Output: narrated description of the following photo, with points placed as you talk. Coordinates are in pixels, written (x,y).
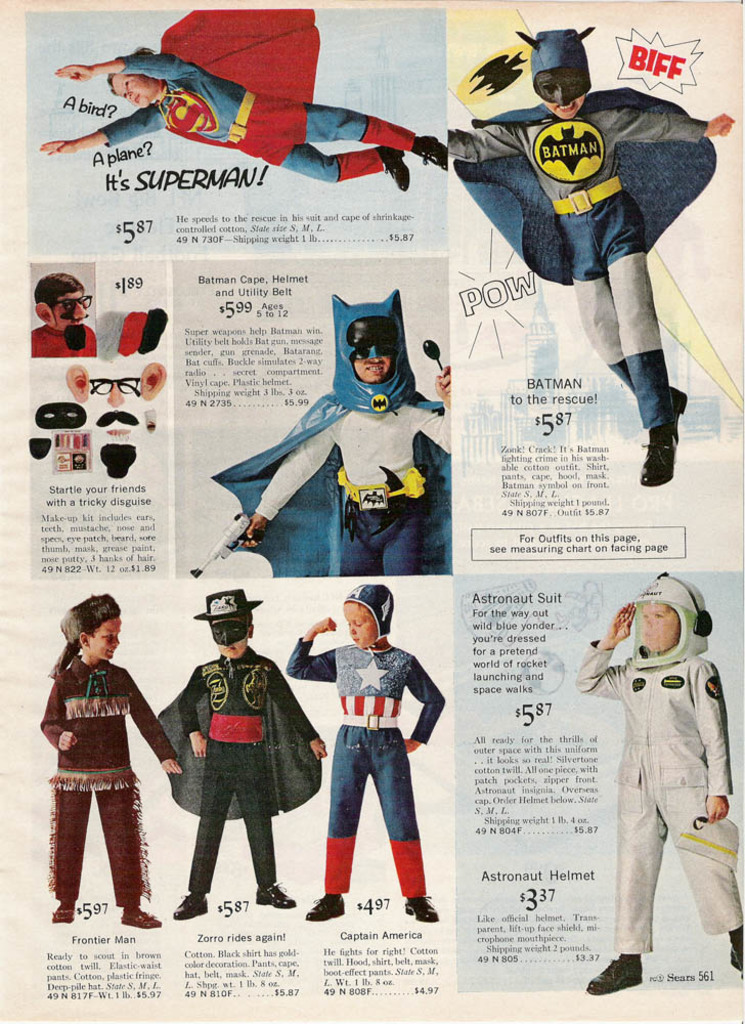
In this picture there are few people (599,220) wearing fancy dress (419,481) and there is something written beside and below it.
